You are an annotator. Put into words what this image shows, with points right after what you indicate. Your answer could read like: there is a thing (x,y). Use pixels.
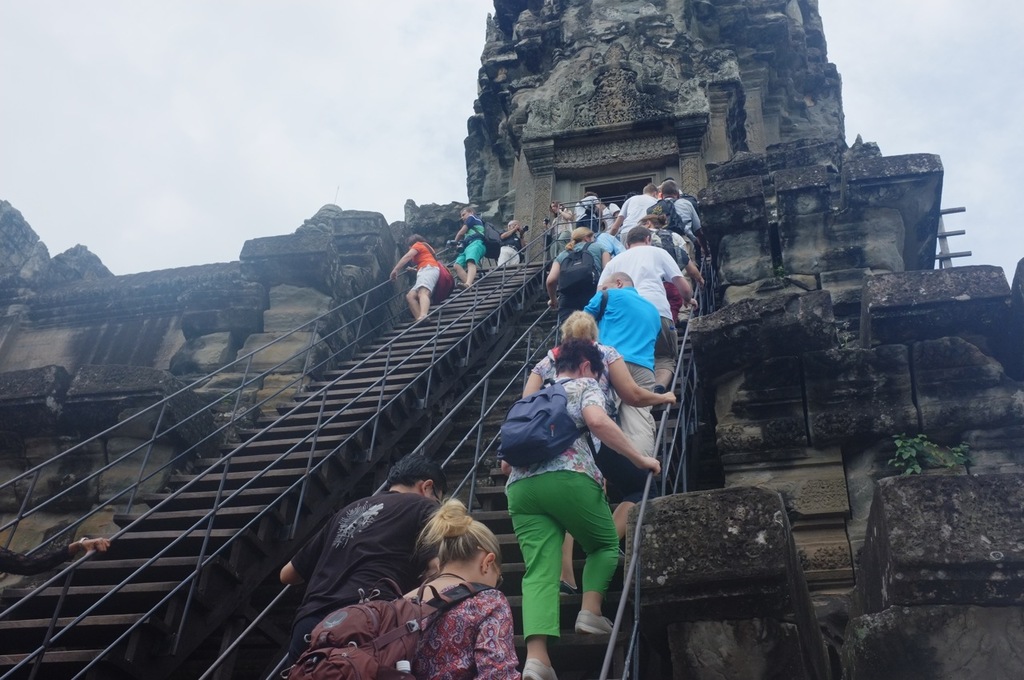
In this image, I can see groups of people (615,241) climbing the stairs (439,302). This looks like a temple (669,103) with the sculptures (578,62). Here is the sky (992,63).
